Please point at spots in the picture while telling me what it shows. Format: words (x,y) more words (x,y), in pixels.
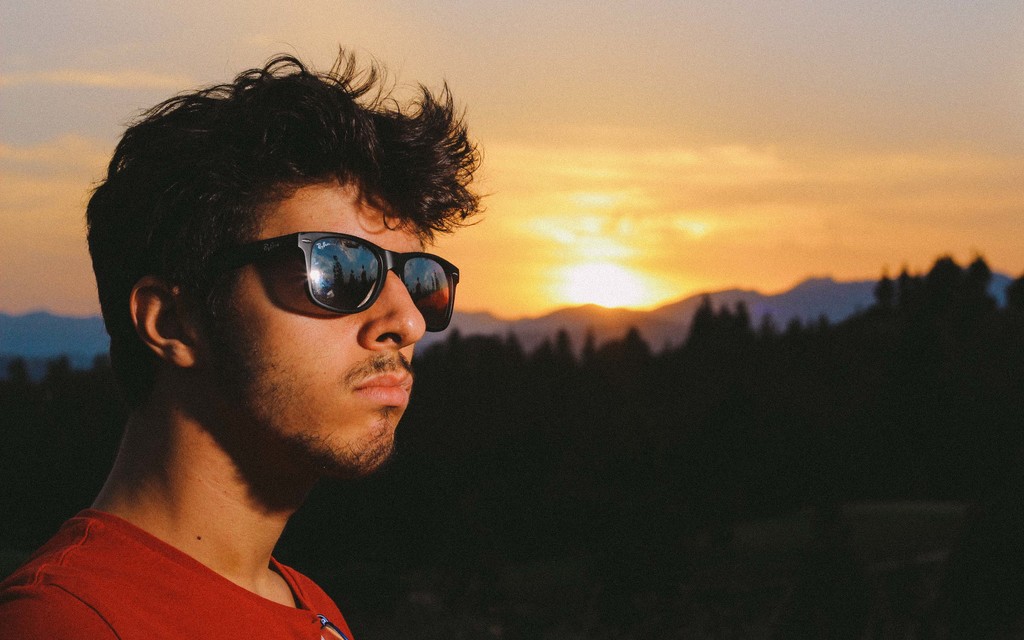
In this image we can see a man (360,441) wearing glasses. On the backside (824,409) we can see a group of trees (736,406), the hills (629,312), the sun (646,293) and the sky (665,142) which looks cloudy.
